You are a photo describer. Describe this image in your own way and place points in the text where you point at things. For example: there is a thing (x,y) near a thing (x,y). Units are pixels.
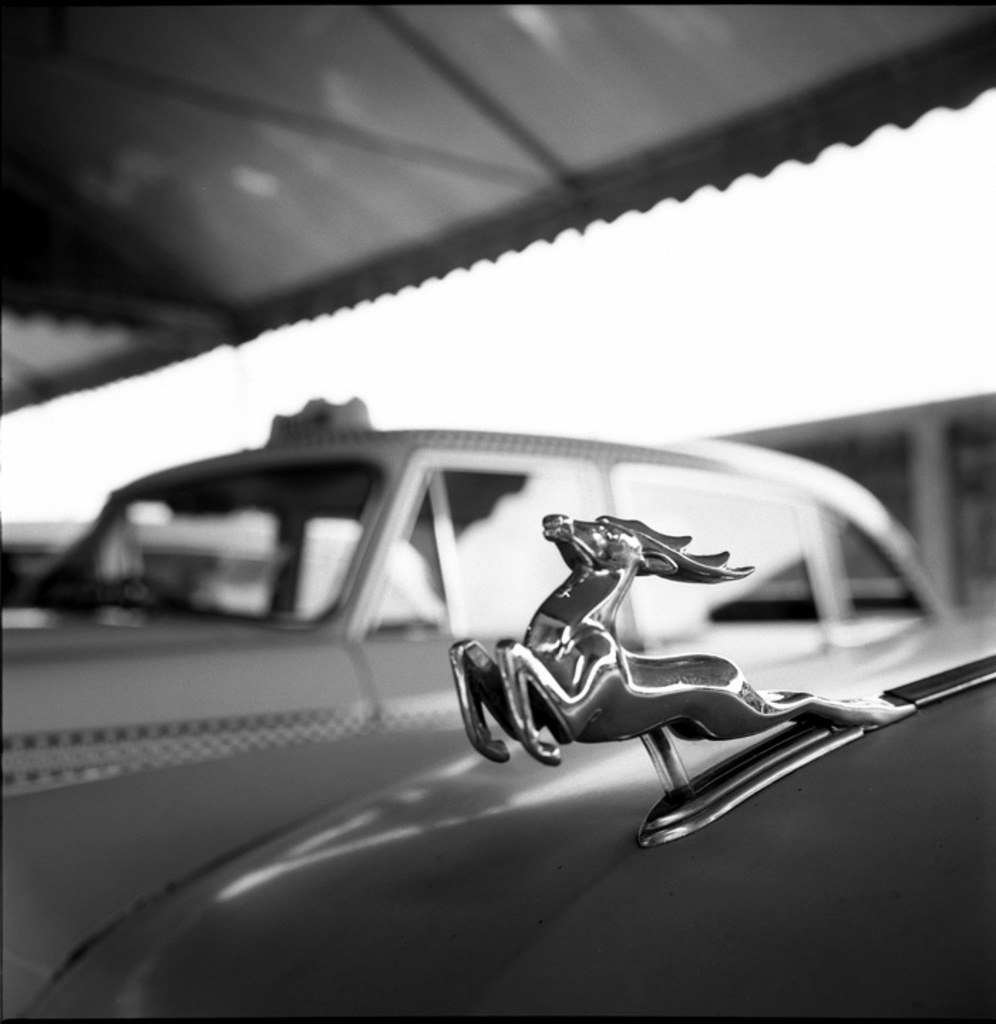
In this image I can see few cars (375,682) and in the front (654,763) I can see a logo (718,776) on the car (758,792). I can also see this image is little bit blurry and I can see this image is black and white in colour.
